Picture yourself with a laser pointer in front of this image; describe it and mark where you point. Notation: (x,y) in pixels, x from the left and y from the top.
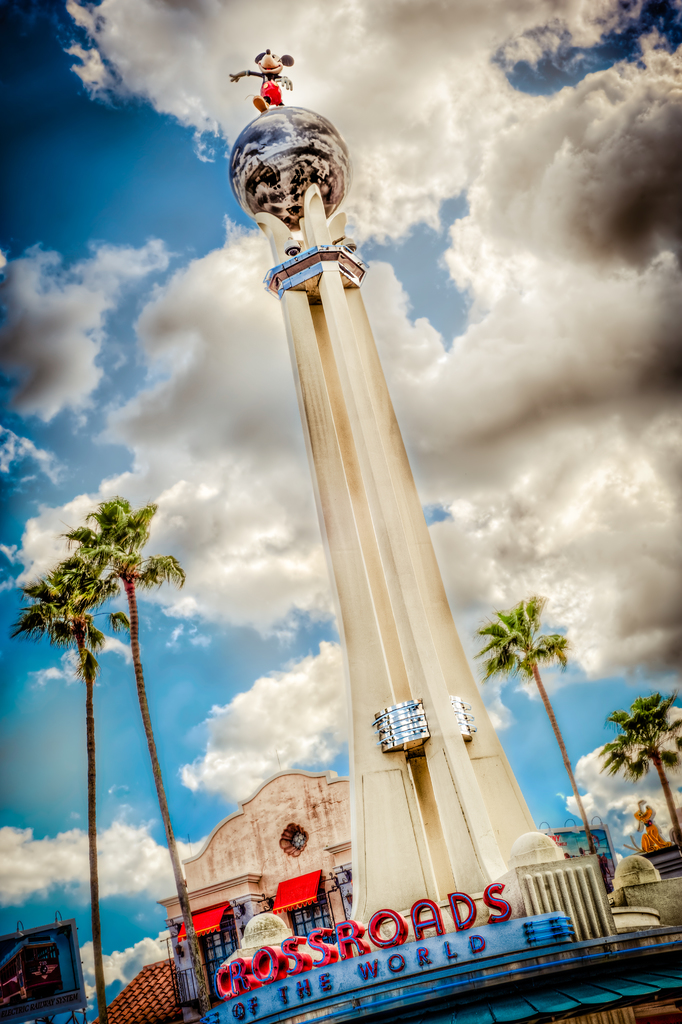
In the center of the image (342,532) we can see a pillar (408,792). On the left side of the image (75,608) we can see trees (70,601). In the background (240,715) we can see trees (562,750), buildings (591,976), sky (219,664) and clouds (224,421).
